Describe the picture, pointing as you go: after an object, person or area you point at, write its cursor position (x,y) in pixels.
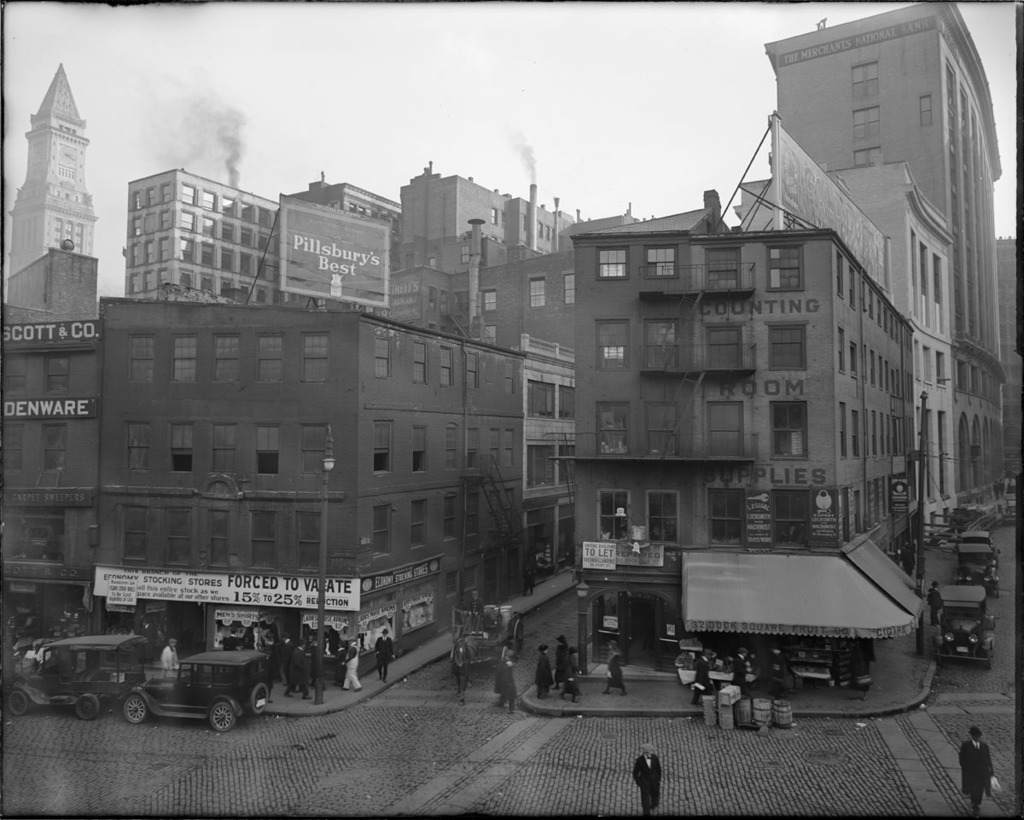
In this image I can see the black and white image in which I can see the road (556,758), few persons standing on the road (697,809), few persons (606,681) standing on the sidewalk (659,684), few vehicles (987,588) on the road (566,766), few boards (135,597) and few buildings (556,393). I can see smoke (209,133) coming from the buildings (197,309) and the sky (407,91) in the background (501,87).
